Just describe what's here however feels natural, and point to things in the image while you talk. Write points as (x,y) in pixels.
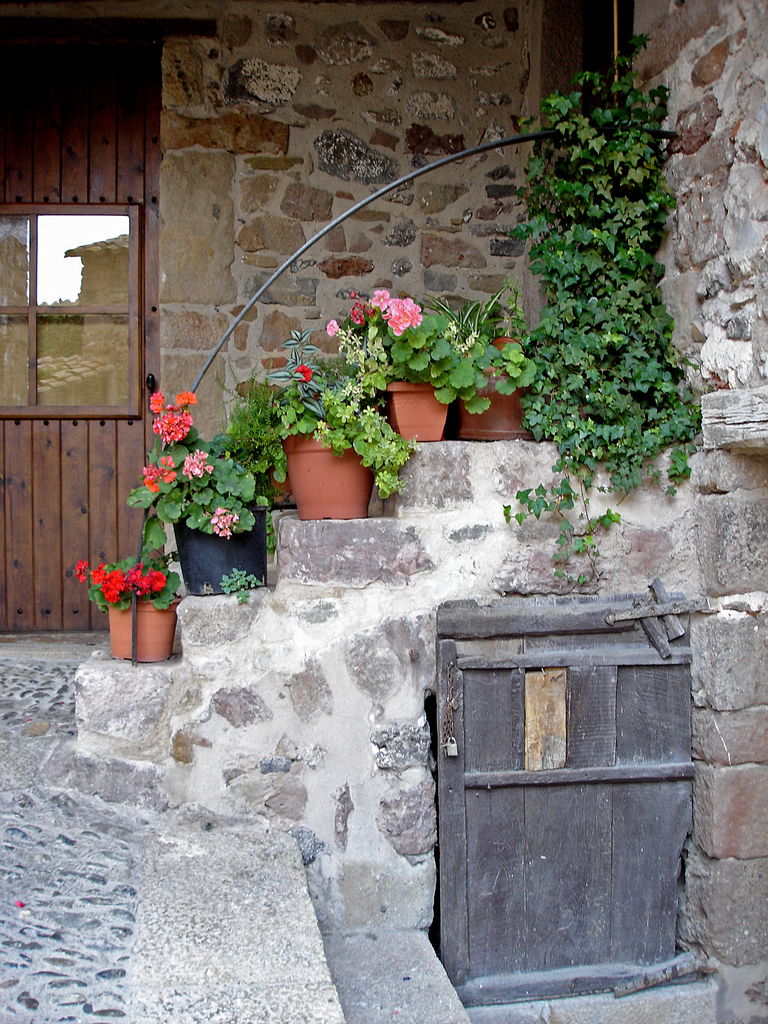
In the middle of the image (436,424) there are few flower pots (202,468) placed on the stairs (268,578). At the bottom (509,783) there is a wooden plank (505,816). On the left side (30,817) I can see the floor (17,866). In the background (49,238) there is another wooden plank (41,435). On the right side (637,254) there is a creeper plant (583,226) to the wall (725,152).
